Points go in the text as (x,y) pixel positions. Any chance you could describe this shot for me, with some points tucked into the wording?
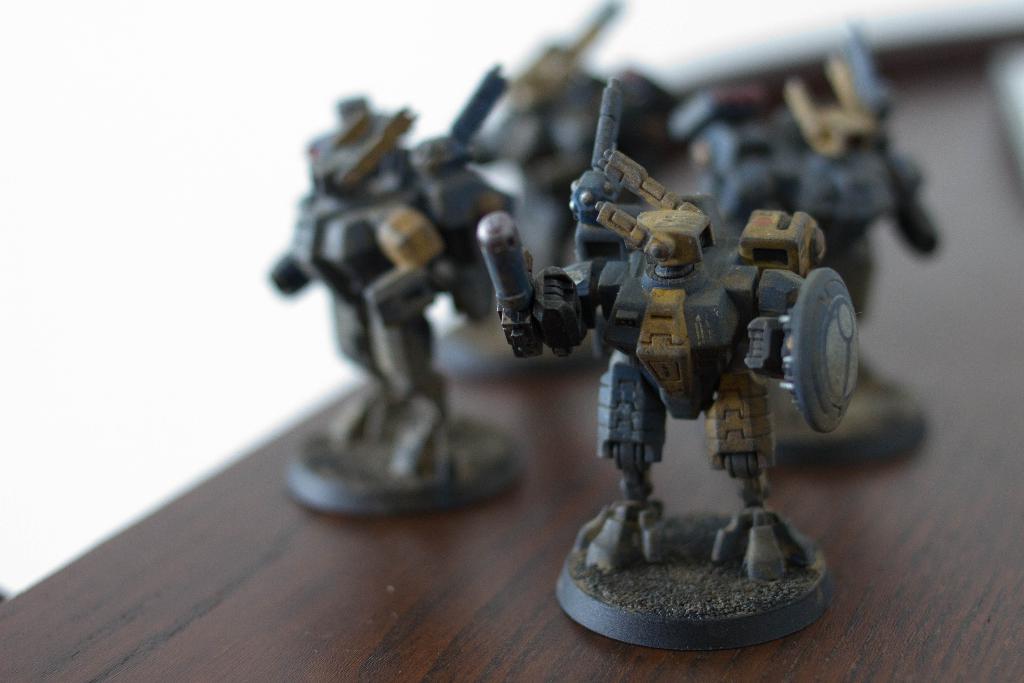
There are toys (779,159) arranged on a wooden table (859,622). And the background (95,47) is white in color.
